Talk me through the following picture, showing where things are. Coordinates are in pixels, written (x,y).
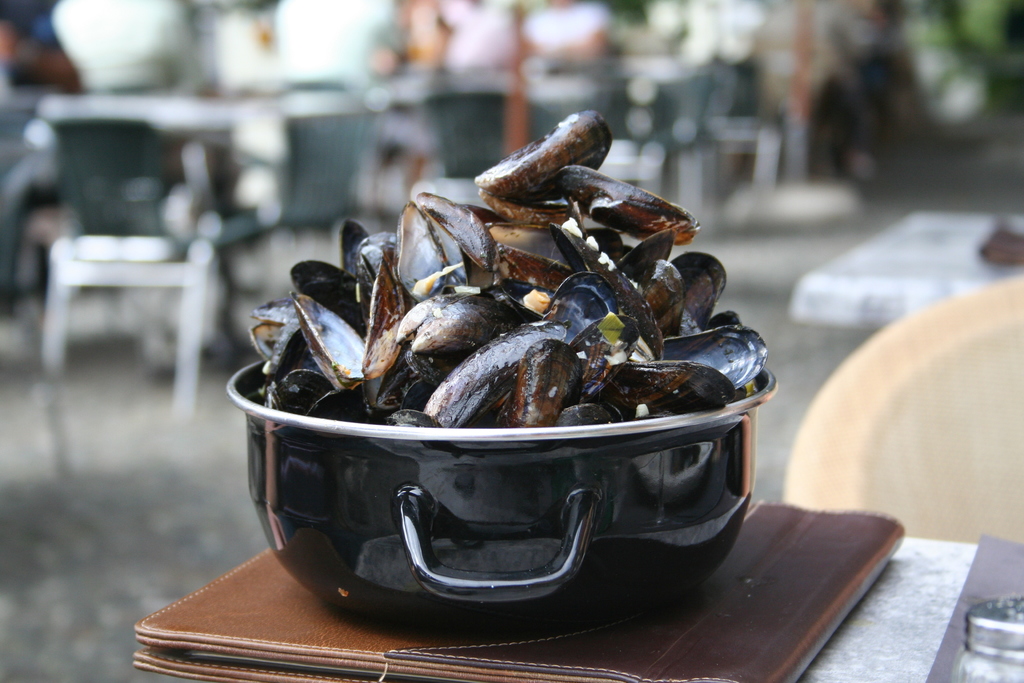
In this image, I can see a casserole (317,506) with mussels (578,365) and a file (699,620), which are placed on the table (944,587). There is a blurred background (98,390).
